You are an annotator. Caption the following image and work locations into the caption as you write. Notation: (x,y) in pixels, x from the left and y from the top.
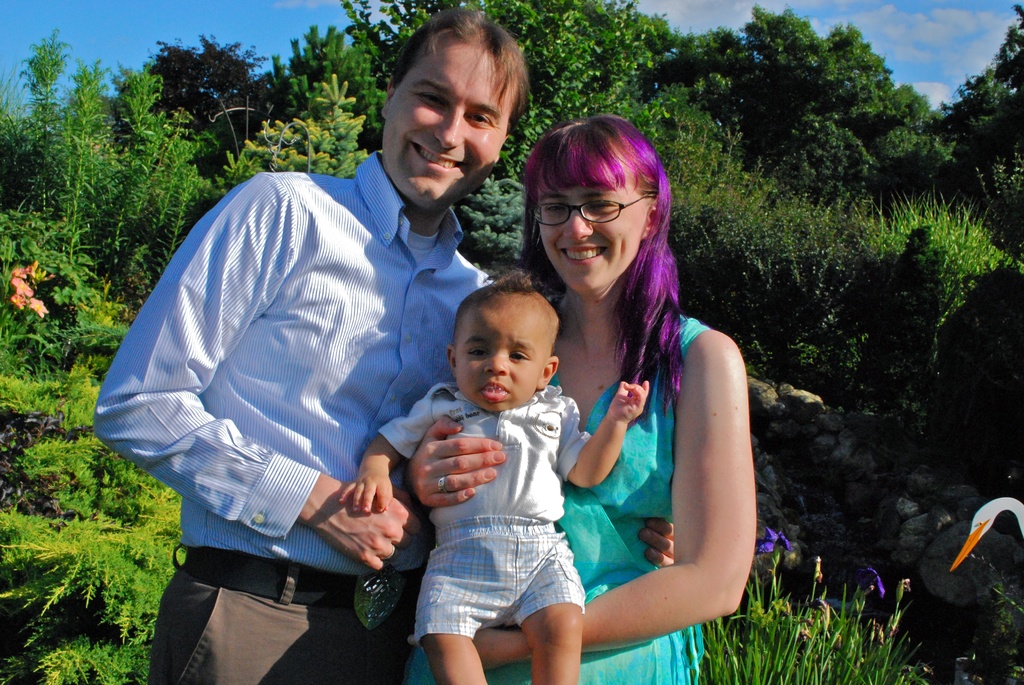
In this image I can see a man (411,151) and a woman (610,261) are standing and smiling. The woman (499,663) is holding a child (474,559). In the background (500,203) I can see plants (462,201), trees (210,126) and the sky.
